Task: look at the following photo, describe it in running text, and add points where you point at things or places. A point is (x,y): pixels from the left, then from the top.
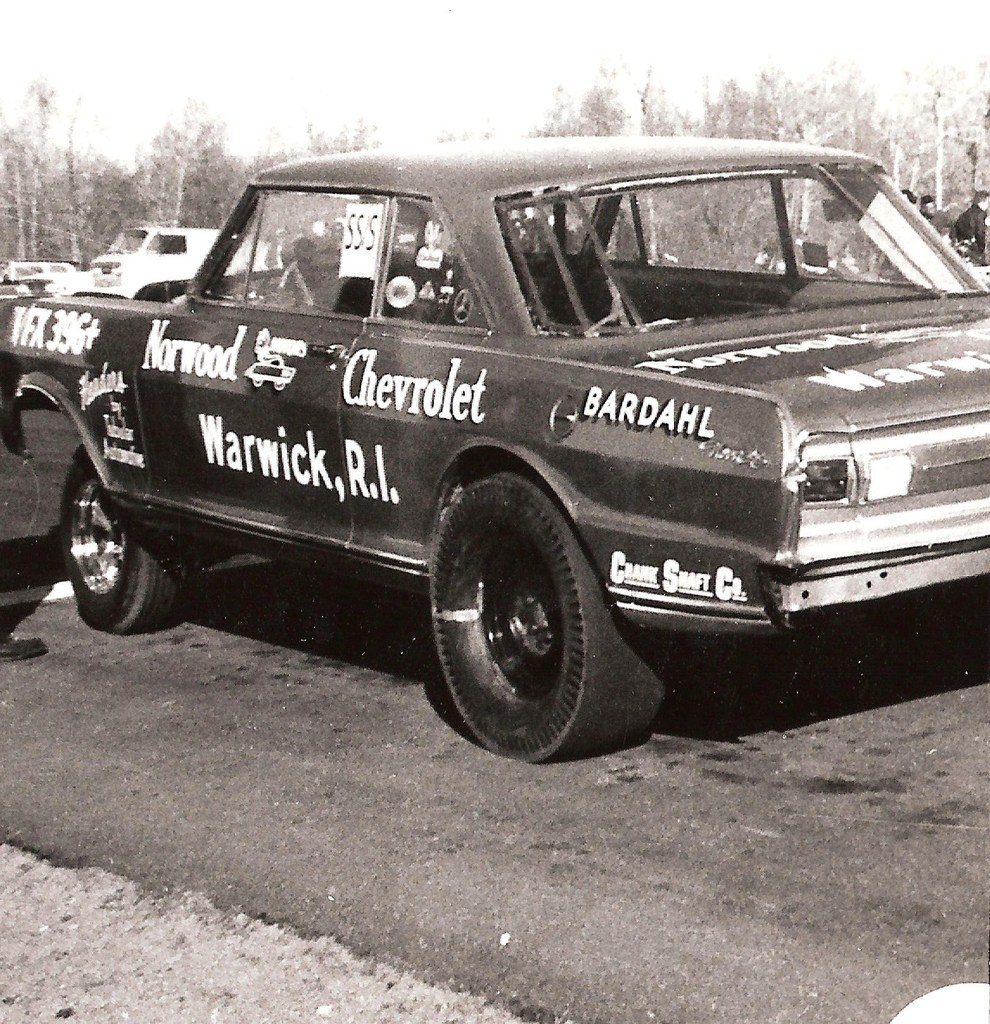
In this image I can see a road (283,715) in the front (477,883) and on it I can see a car (986,349). On this car (370,425) I can see something is written. In the background (119,281) I can see number of trees (35,256), few vehicles (37,289) and on the right side (920,202) I can see few people (934,222) are standing.
